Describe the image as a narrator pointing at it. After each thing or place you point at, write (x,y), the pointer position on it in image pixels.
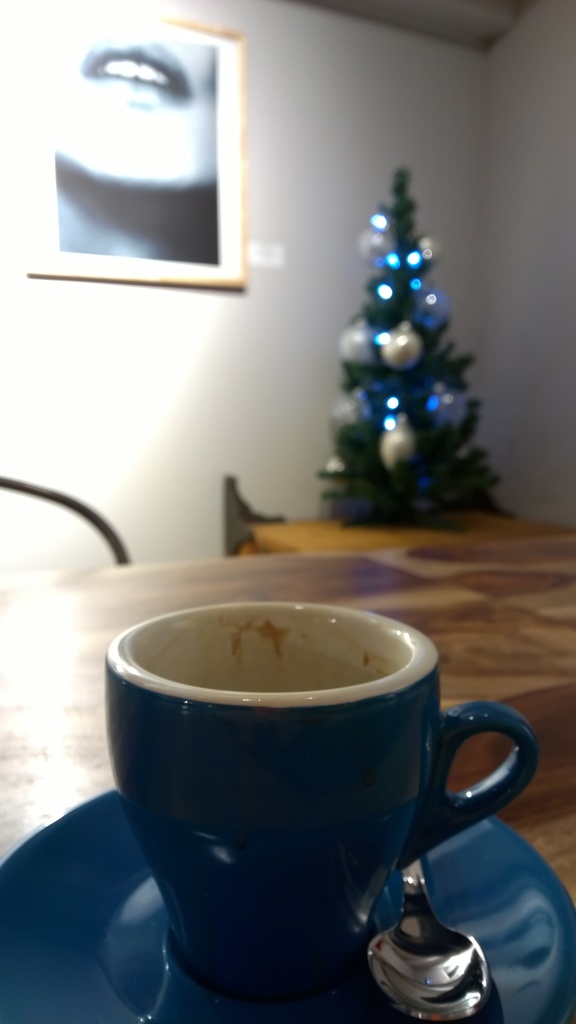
We can see cup (257,773), saucer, spoon (468,947) on the table (47,579). Afar we can see wall (388,129), frame (133,235), Christmas tree (415,454) above the table (282,524).
